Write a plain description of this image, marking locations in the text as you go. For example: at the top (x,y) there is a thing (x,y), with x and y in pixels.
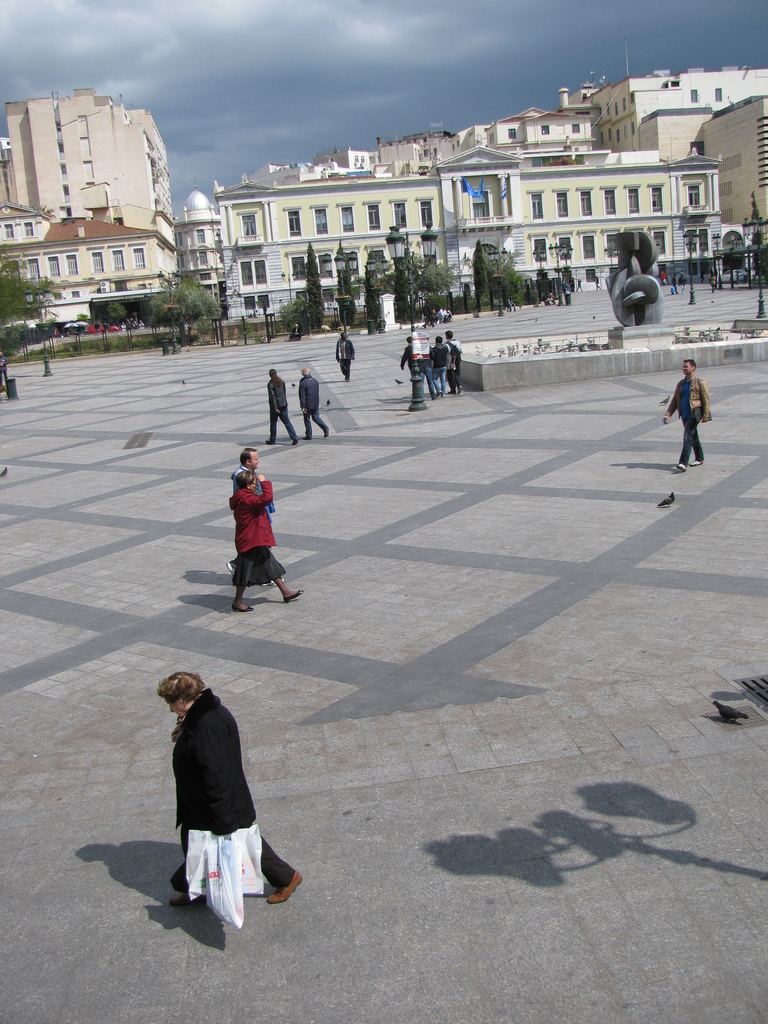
In this image we can see people (205,824) are walking. In the background (632,313), we can see statue (638,289), trees (15,347), poles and buildings (626,193). At the top of the image (438,50), the sky (271,52) is covered with clouds (309,56). We can see a bird (720,717) on the right side of the image (728,708).
